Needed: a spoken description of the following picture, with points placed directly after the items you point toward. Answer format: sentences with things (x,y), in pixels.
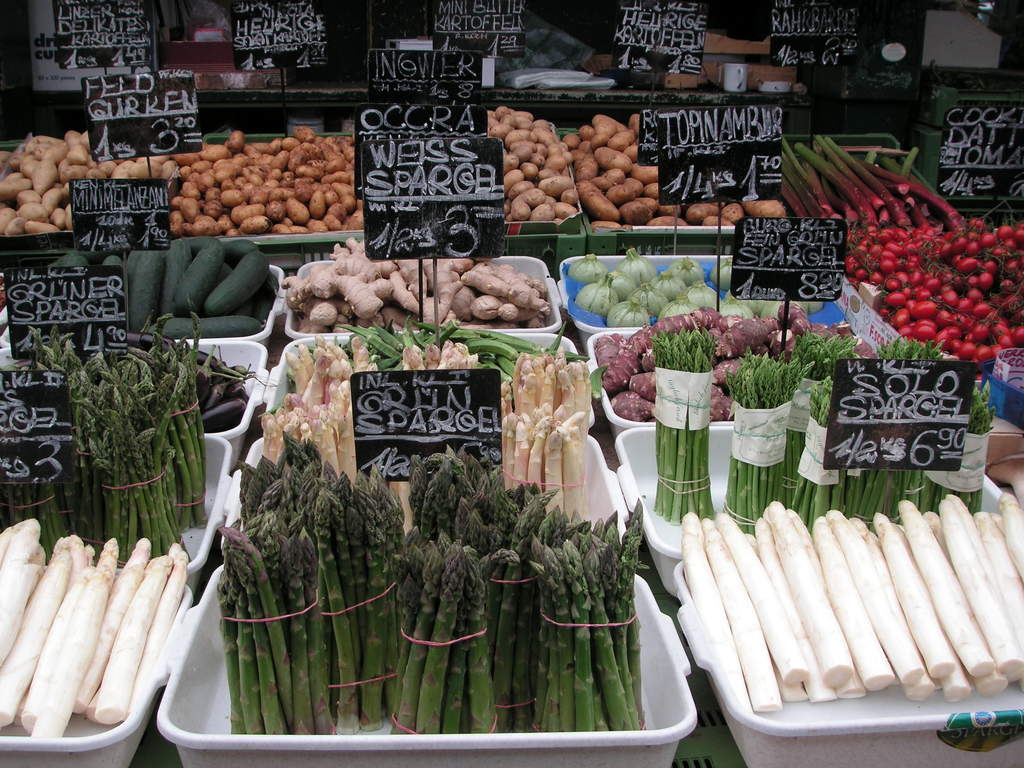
In this image we can see vegetables (613,368), boards (733,178), plastic trays (695,259) and other objects (611,250). At the top of the image (712,168) there are boards (688,62), cup (730,70), papers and other objects (687,98).
